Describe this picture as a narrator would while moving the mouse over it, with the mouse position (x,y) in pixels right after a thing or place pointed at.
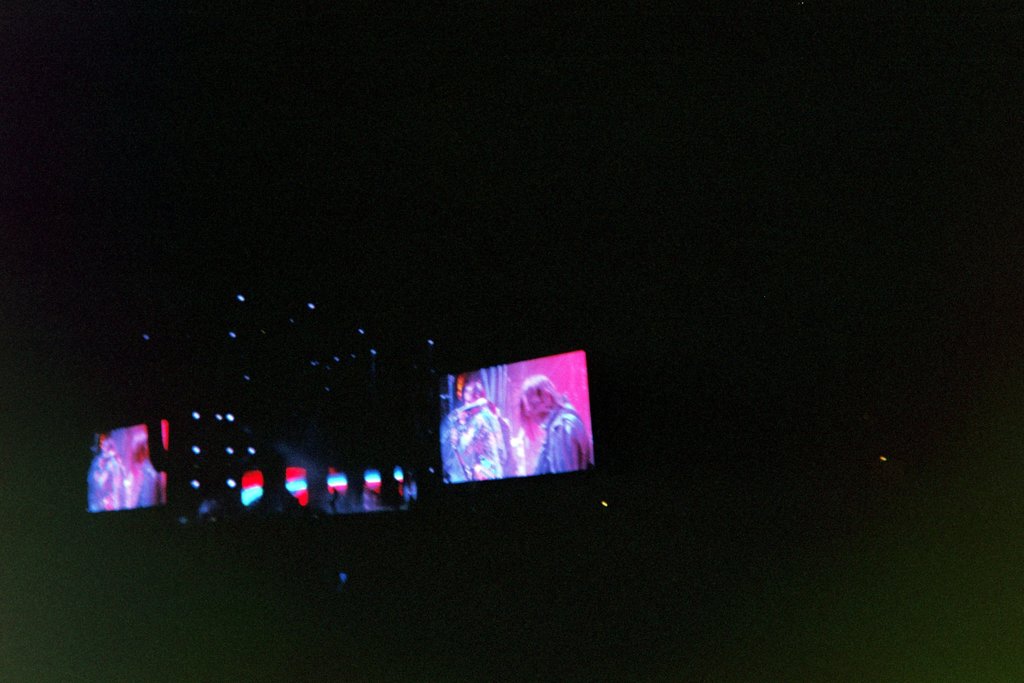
In this picture we can see there are screen (468,415) and lights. Behind the screen (446,430) there is a dark background (70,471).
